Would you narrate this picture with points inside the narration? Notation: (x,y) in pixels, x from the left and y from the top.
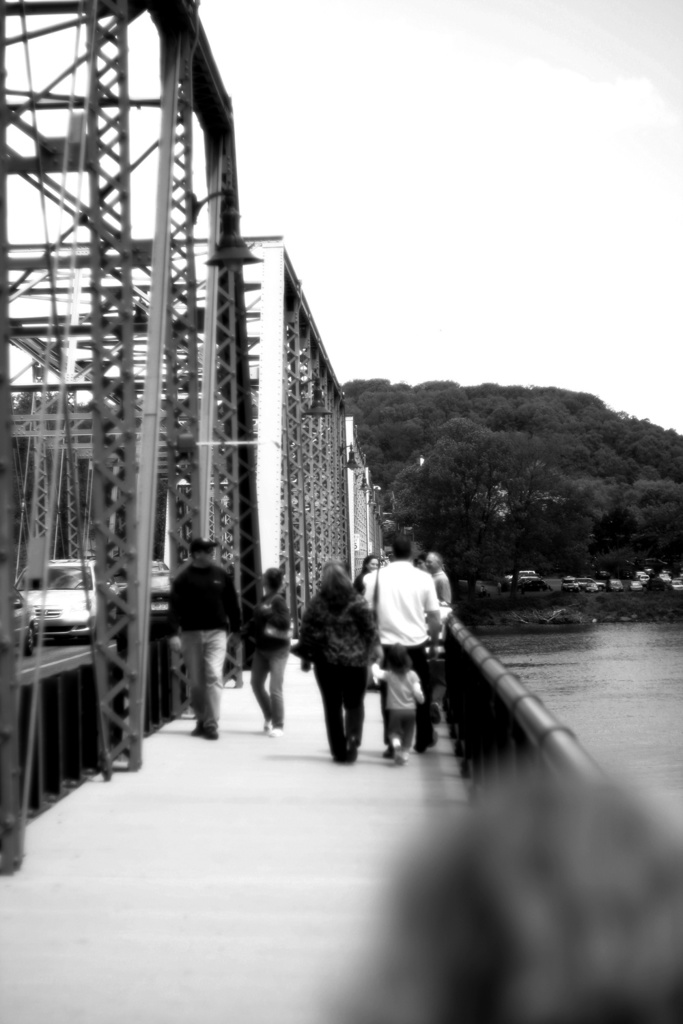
In this image there are few people (208,658) walking and few vehicles (152,621) moving on the bridge (278,790), there are some metal structures (45,425) on the bridge (436,768). On the right side of the image (580,704) there are trees (625,522) and river (647,730), beneath the trees (559,569) there are few vehicles (593,586) parked. In the background (380,131) there is the sky (380,131).
